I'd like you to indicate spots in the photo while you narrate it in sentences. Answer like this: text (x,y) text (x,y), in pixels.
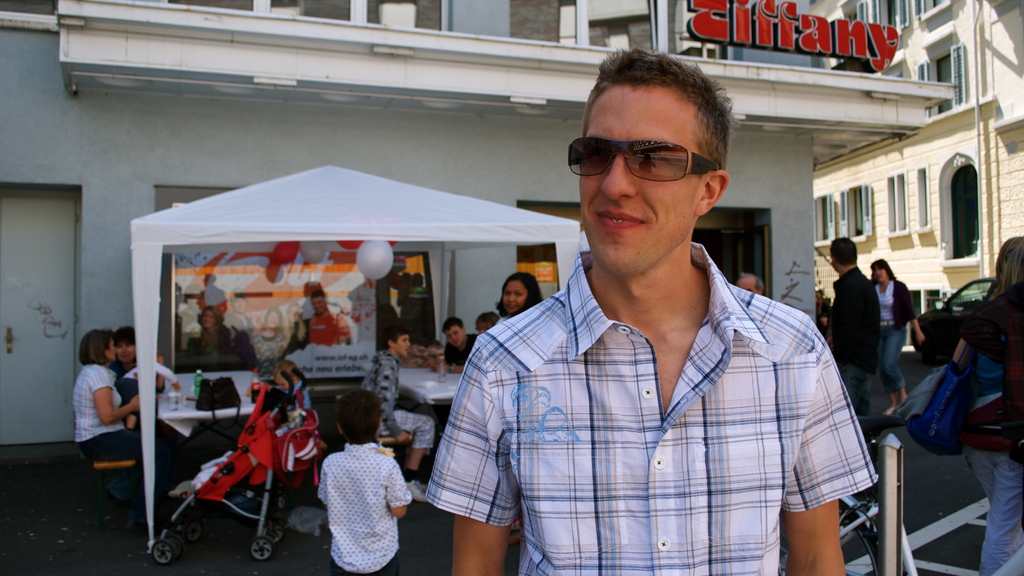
In the foreground of this image (697,346), there is a man (628,521) standing in white shirt (630,532) having smile on his face (615,201). In the background (833,279), few persons (869,298) walking on the road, buildings (968,140), wall (160,135), door (32,303), tent (332,232), few balloons (350,245), tables (180,412), chairs (121,466) on which persons (124,408) are sitting, a baby wheel chair (264,443) and a boy (348,508) on the road (298,567).
